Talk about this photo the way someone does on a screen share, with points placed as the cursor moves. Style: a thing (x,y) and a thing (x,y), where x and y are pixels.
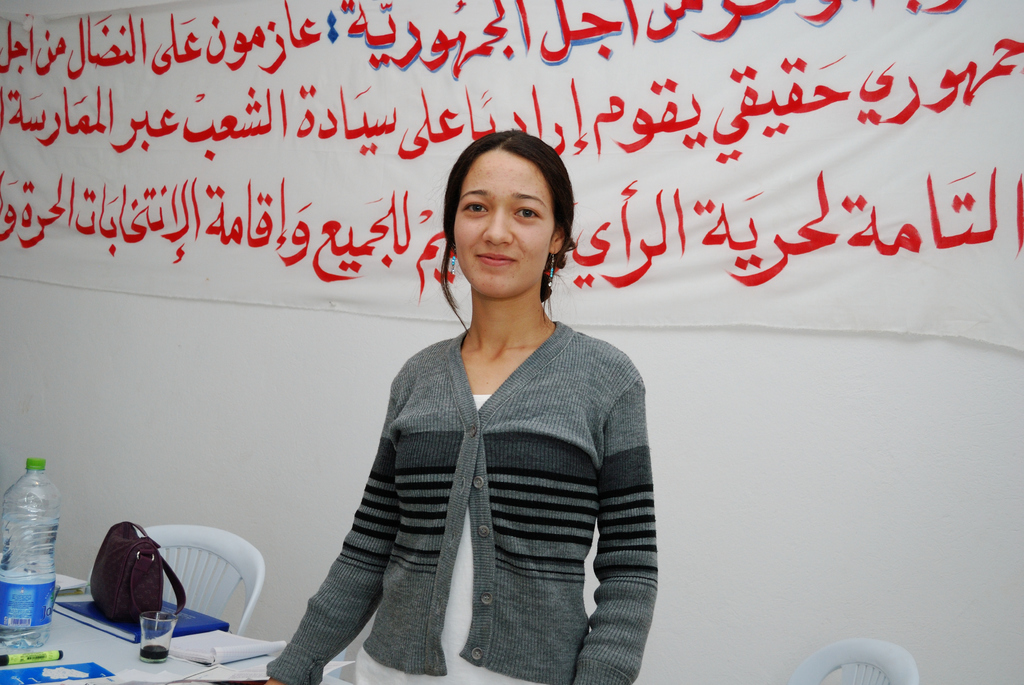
In this image in front (493,485) there is a person (519,461) standing in front of the table (136,663). On top of the table (80,640) there is a water bottle (16,540), glass (144,619), book (184,616), marker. Beside her there are two chairs (217,571). Behind her there is a banner (419,147) attached to the wall (220,417).
